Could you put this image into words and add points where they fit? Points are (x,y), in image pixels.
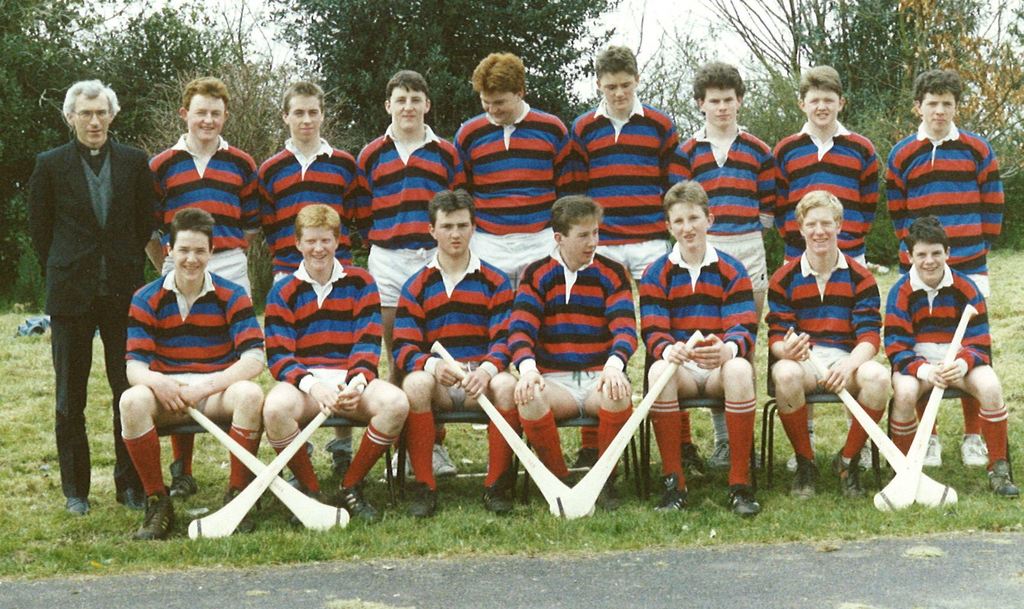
As we can see in the image there are group of people (345,451) in the front (272,340). Seven of them (498,316) are sitting on chairs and nine (505,207) are standing. There is grass (22,397), trees (745,43) and sky (711,28).
